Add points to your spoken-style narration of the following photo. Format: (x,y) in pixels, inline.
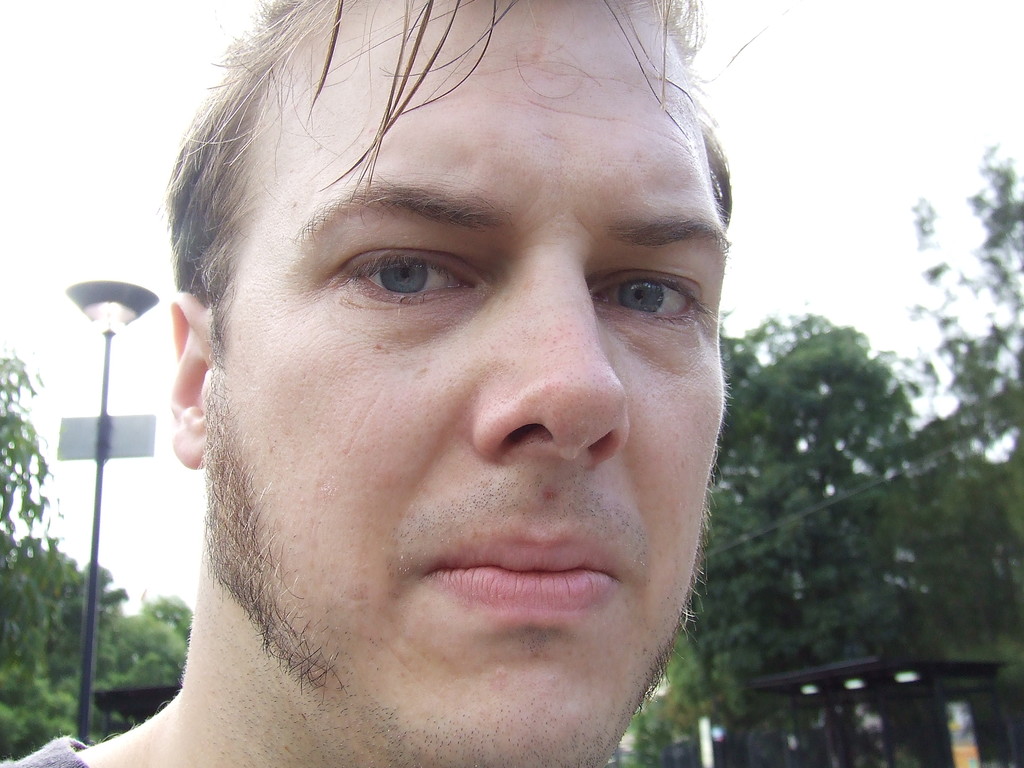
In this image there is a face (405,259) of a man (529,293). In the background (886,458) there are trees (853,534). On the left side (104,464) there is a pole (107,372) with the light (121,315).
